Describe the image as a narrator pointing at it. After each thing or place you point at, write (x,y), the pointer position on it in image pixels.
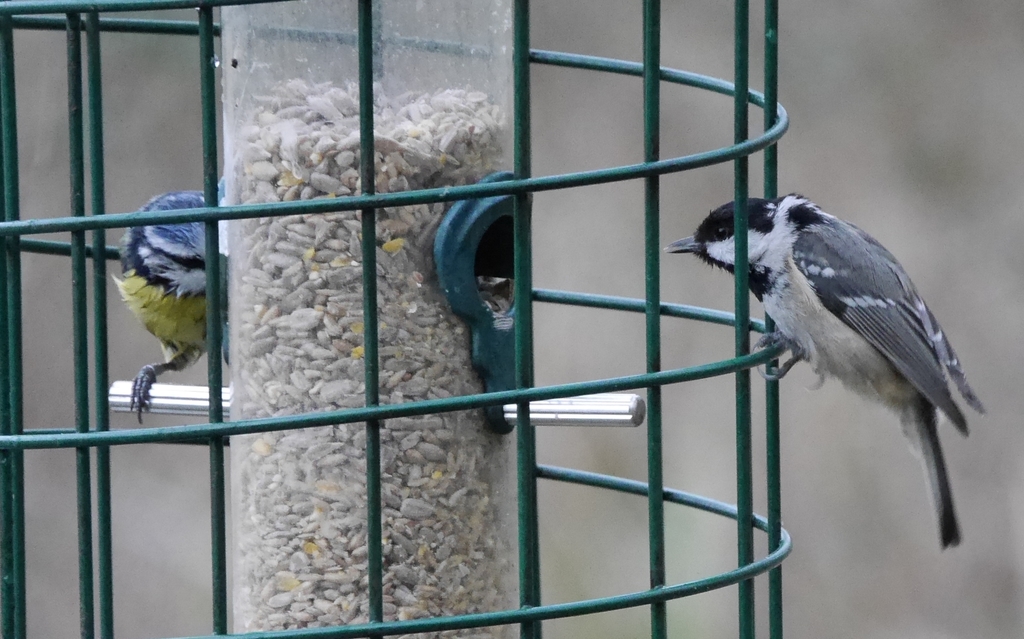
As we can see in the image there is cage (377,602) and two birds (199,274). The background (886,93) is blurred.
